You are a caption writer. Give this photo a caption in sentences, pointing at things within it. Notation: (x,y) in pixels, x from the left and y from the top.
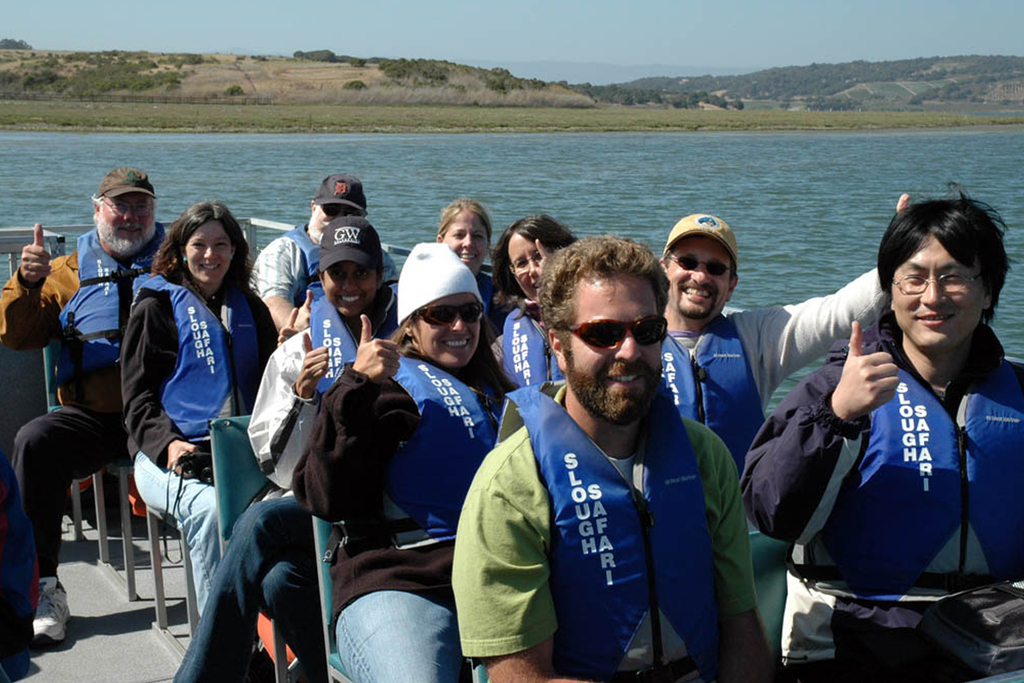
In this picture we can see a group of people (285,391) sitting in the boat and the boat (68,624) is on the water (424,178). Behind the people (140,271) there are trees (491,70), hills (580,63) and the sky (585,50).
